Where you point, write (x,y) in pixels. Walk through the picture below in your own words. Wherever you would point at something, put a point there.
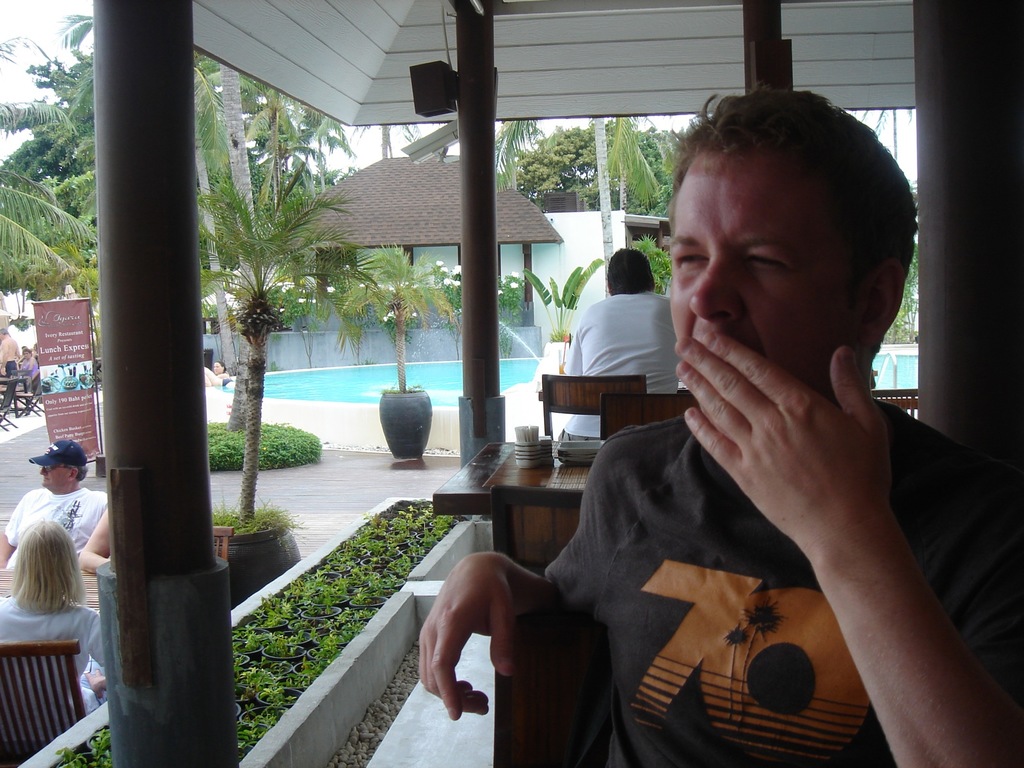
In this image i can see a man (837,332) sitting on a chair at the back ground (60,602) i can see some other persons (103,551) sitting, a pole (194,369), a tree (260,300) and a building (384,230), a water (352,373).
